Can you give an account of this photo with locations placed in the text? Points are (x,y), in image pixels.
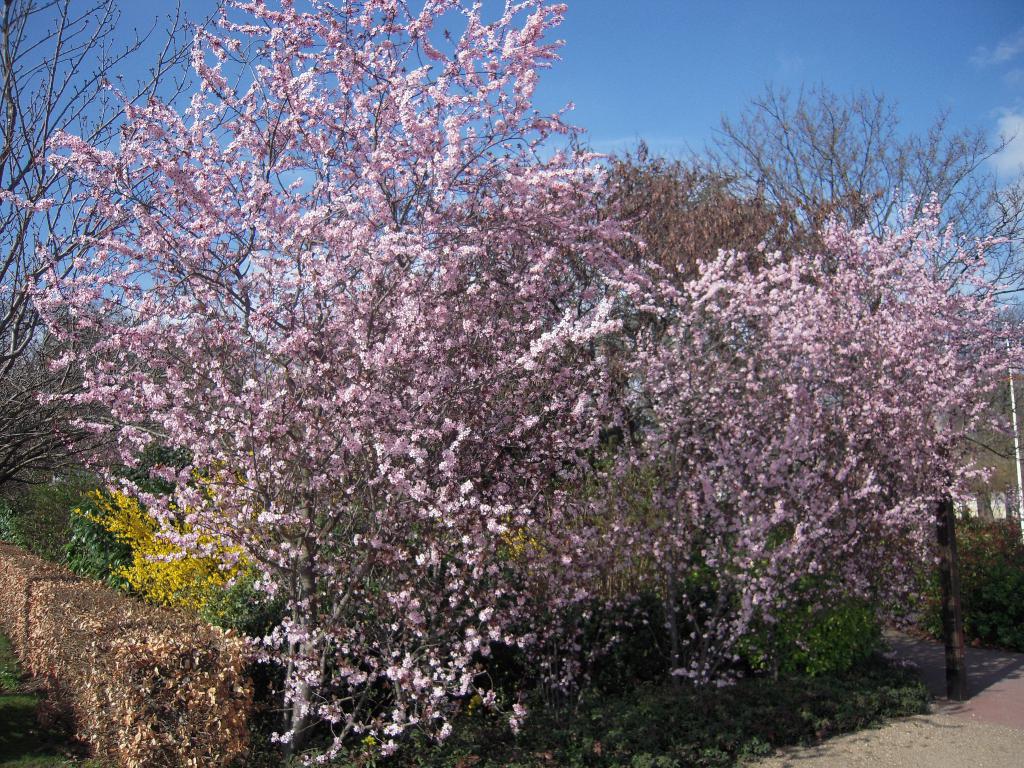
In this image there are trees (375,489), plants (641,500), flowers (127,441) and a rod (949,536). In the background (942,77) there is the sky (801,92).
